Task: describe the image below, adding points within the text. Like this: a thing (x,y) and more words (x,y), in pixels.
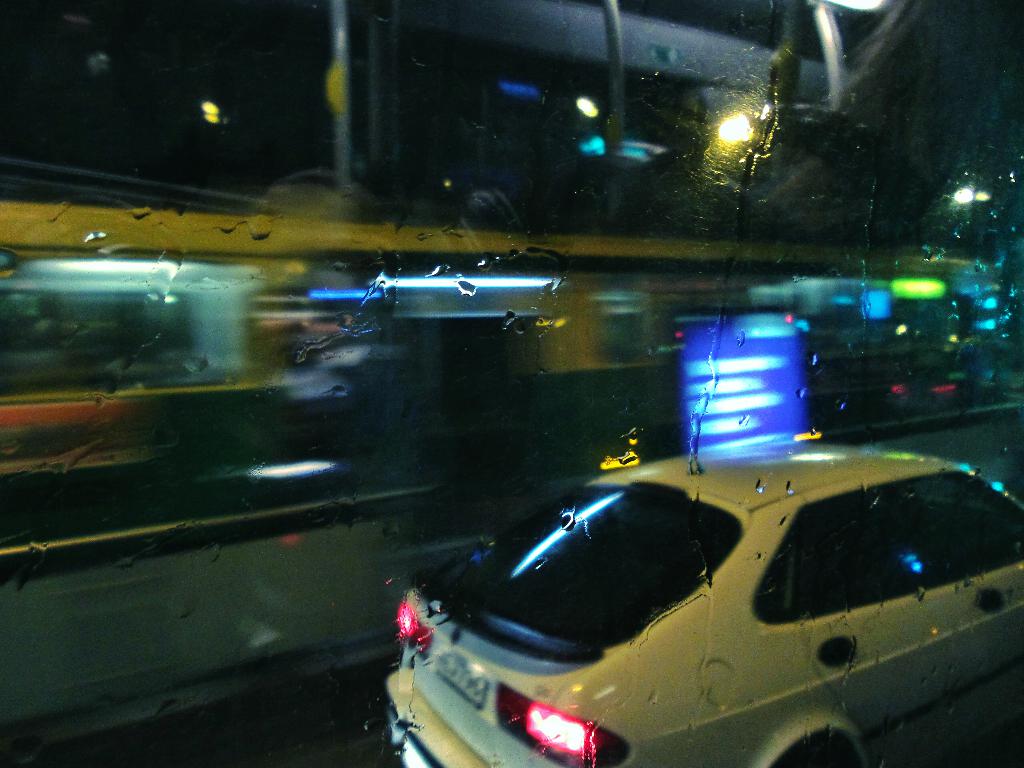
In the foreground of this picture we can see the water droplets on the glass (393,392). On the right (899,515) we can see a car (658,590) seems to be running on the road (914,440). In the background (318,428) we can see the lights (936,283) and many other objects (275,285).
